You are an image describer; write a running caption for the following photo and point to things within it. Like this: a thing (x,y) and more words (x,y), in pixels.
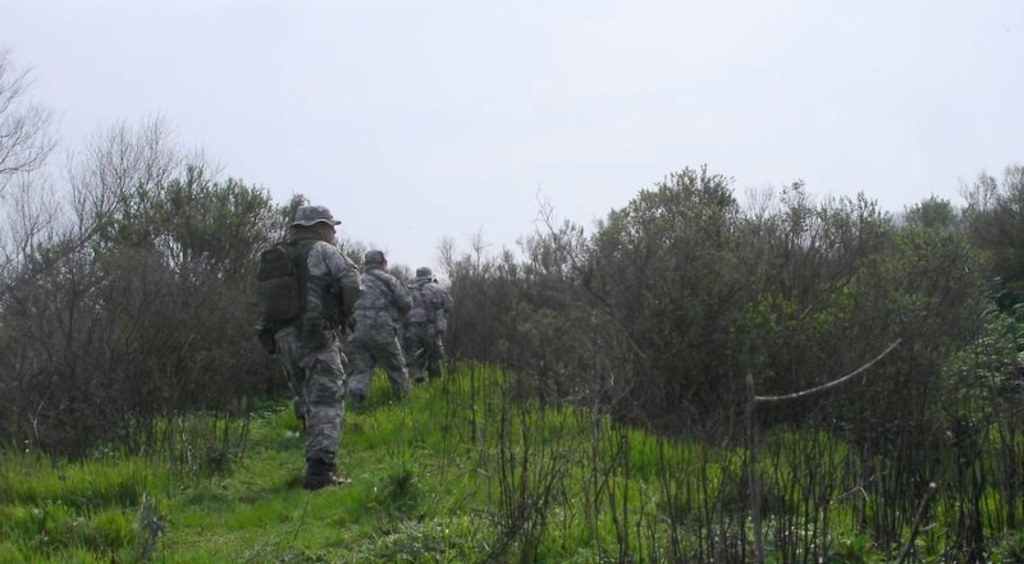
In this image I can see the ground (415,503), some grass (421,495) on the ground (453,455), few trees (783,341) and few persons (401,364) wearing uniforms (400,301) are standing. In the background (398,124) I can see the sky (400,92).
